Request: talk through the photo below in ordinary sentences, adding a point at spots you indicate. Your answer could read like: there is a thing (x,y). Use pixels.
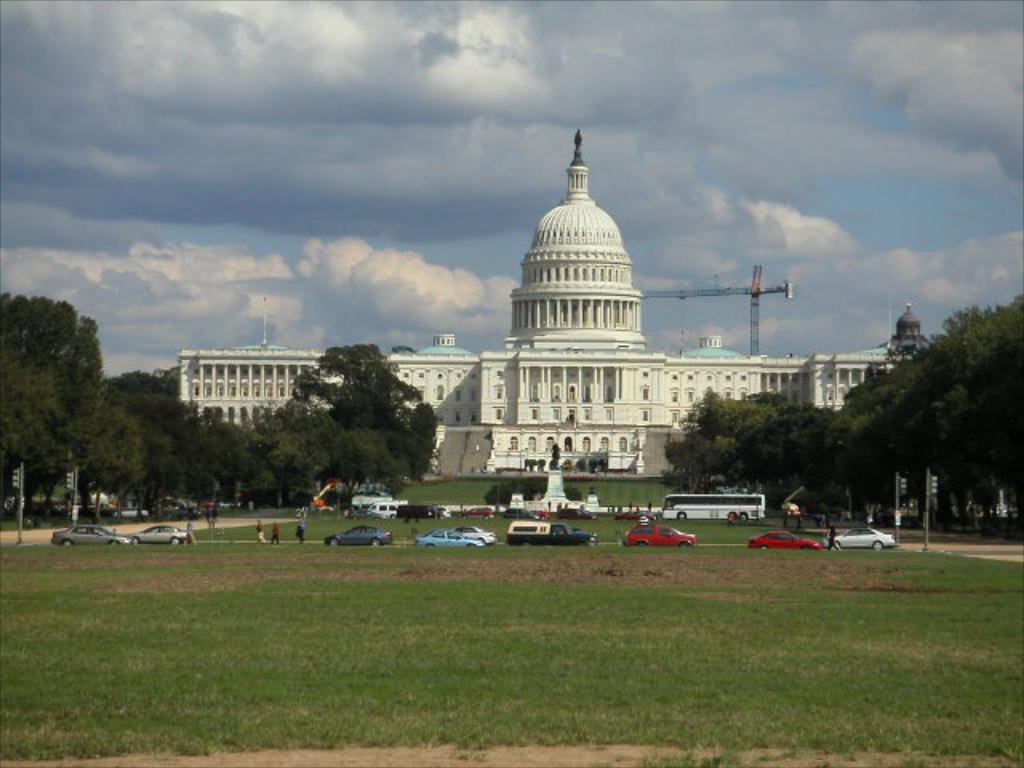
In the image there are few cars (94,539) going on road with grassland (513,670) on either side of it with trees (983,456) on either side, in the back (455,375) there is a palace (565,426) and above its sky (480,126) with clouds (203,145).
